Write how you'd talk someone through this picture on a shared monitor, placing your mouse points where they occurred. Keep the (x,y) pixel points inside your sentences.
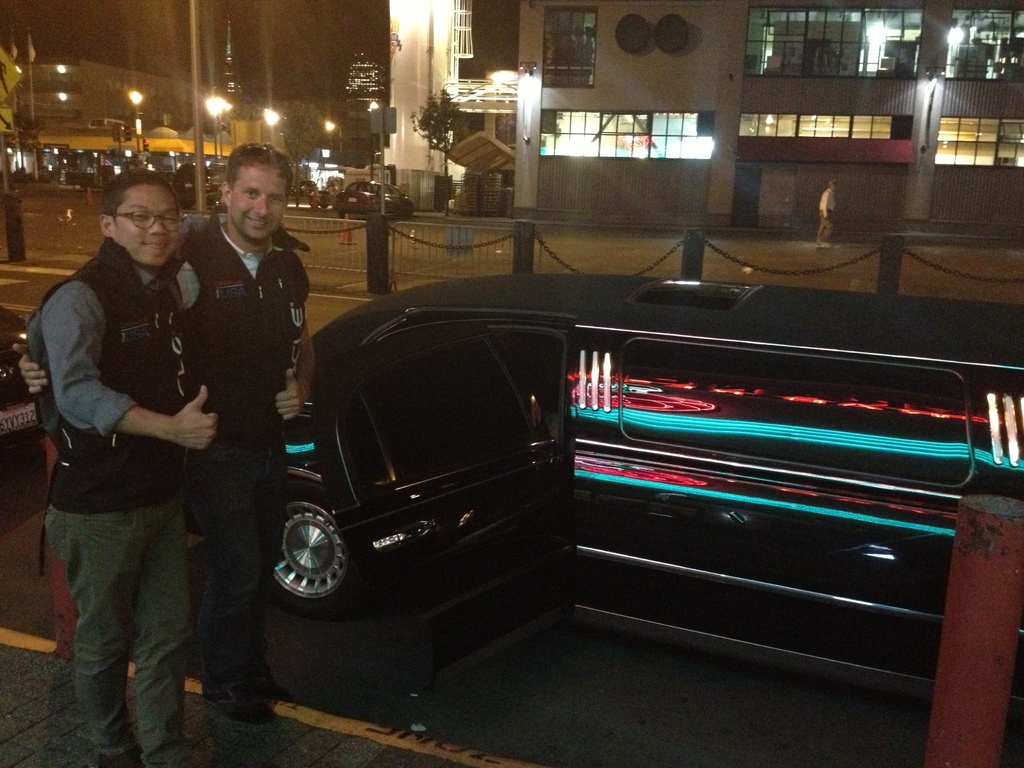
In this image we can see men (219,641) standing on the road (548,672), motor vehicles (472,332) on the road (312,286), grills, barrier poles (525,241), buildings (602,65), electric lights (527,73), street poles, street lights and bins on the road (35,293).
